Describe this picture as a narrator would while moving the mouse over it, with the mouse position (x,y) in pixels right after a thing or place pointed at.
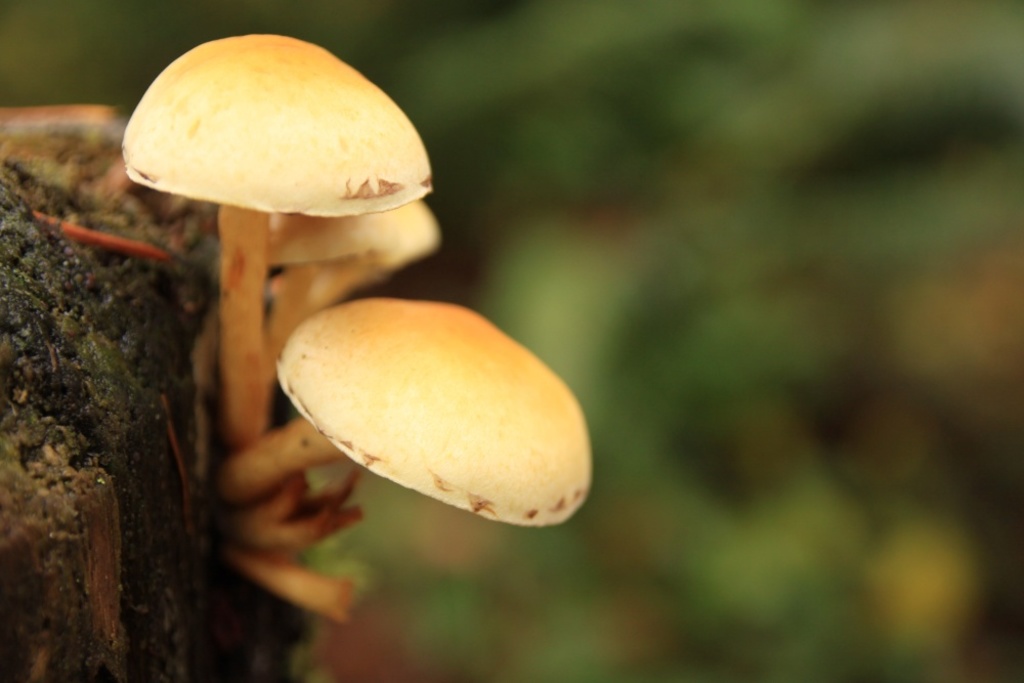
In this picture we can see few mushrooms (294,331) and blurry background (649,298).
